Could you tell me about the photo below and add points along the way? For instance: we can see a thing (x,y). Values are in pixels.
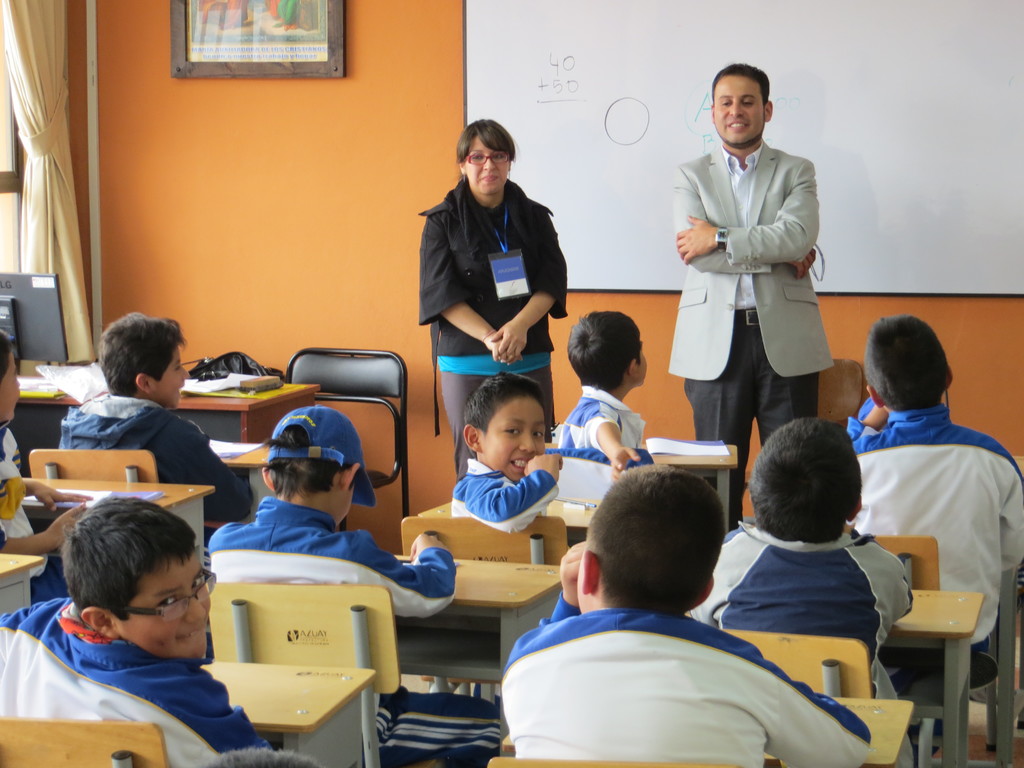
In this image in the front (255,455) there are persons (713,573) sitting. In the background (449,376) there are persons (552,242) standing and smiling and there is an empty chair (374,394) which is black in colour and there is a table (218,408), on the table (195,402) there are papers (238,376), there is an object (225,371) which is black in colour and there is a monitor (28,324). In the background (304,49), on the wall (393,78) there is a frame (330,59) hanging and there is a board (867,113) which is white in colour. On the left side (44,121) there is a curtain (47,139) and there is a window (6,170).
